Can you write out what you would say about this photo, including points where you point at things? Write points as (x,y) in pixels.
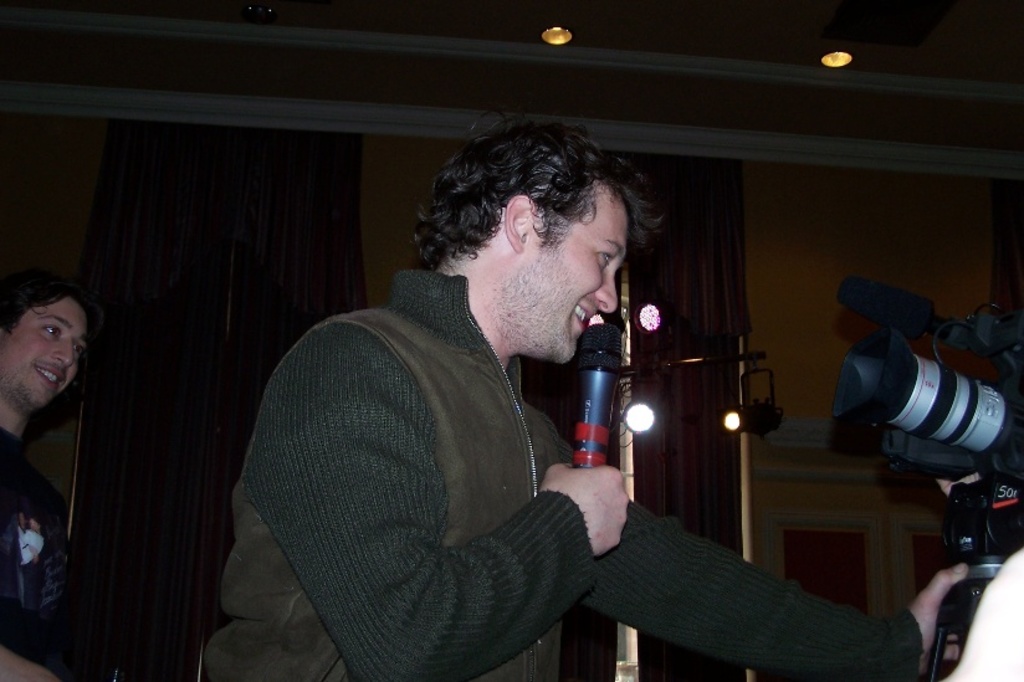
This picture shows a man (439,524) standing and holding a mic (588,440) in his hand (596,505). He is smiling. In the background (63,316) there is another person (20,418) standing and smiling. There is a camera (918,410) in the right side (959,438). In the background (710,292) there is a curtain (707,252) and a wall (857,231) here.
